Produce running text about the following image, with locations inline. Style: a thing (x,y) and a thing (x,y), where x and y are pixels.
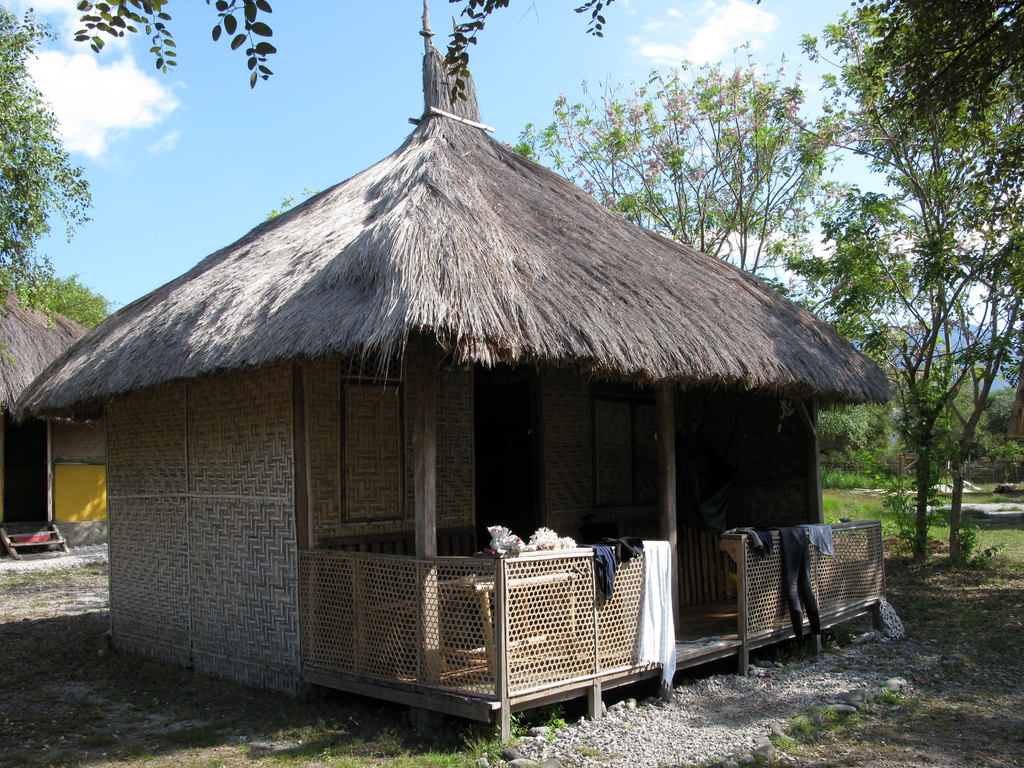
In this image there is a hut (392,479) in the middle (587,467). At the top (283,100) there is the sky (334,115). On the right side (873,214) there are trees (820,258) beside the hut (614,332). There are some clothes (594,546) on the wall (534,581). On the left side (14,338) there is another hut (47,343). At the bottom (849,666) there are stones (799,690) on the ground (883,720).
